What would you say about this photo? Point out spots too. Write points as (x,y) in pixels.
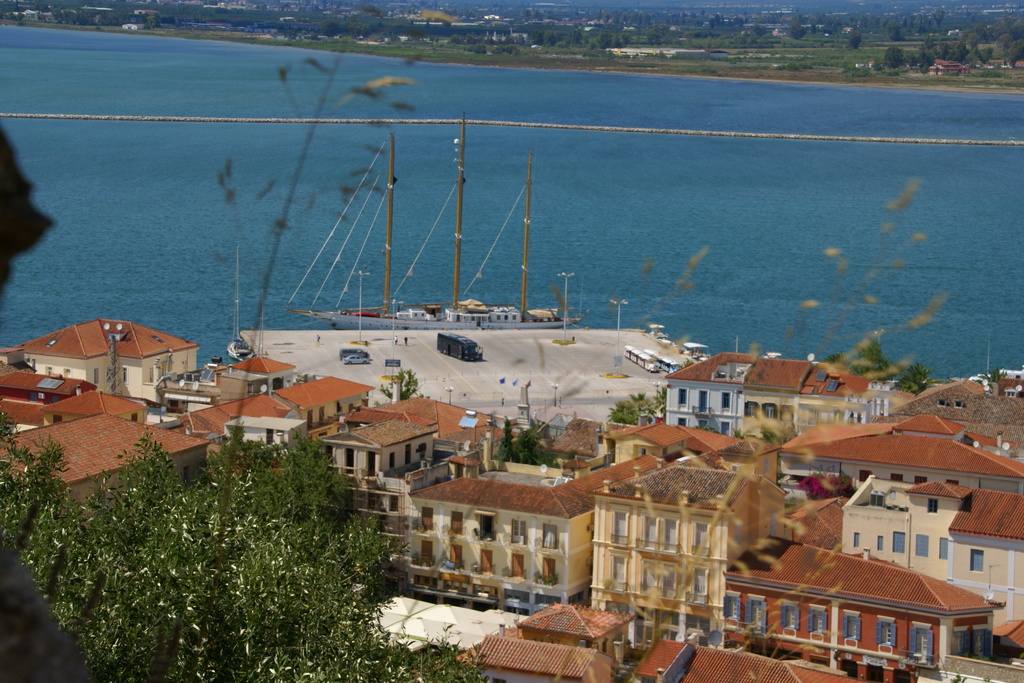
In this image I can see few buildings (646,539), trees (352,534) in green color. In the background (493,204) I can see few vehicles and I can also see the ship (495,321) on the water (710,169).
